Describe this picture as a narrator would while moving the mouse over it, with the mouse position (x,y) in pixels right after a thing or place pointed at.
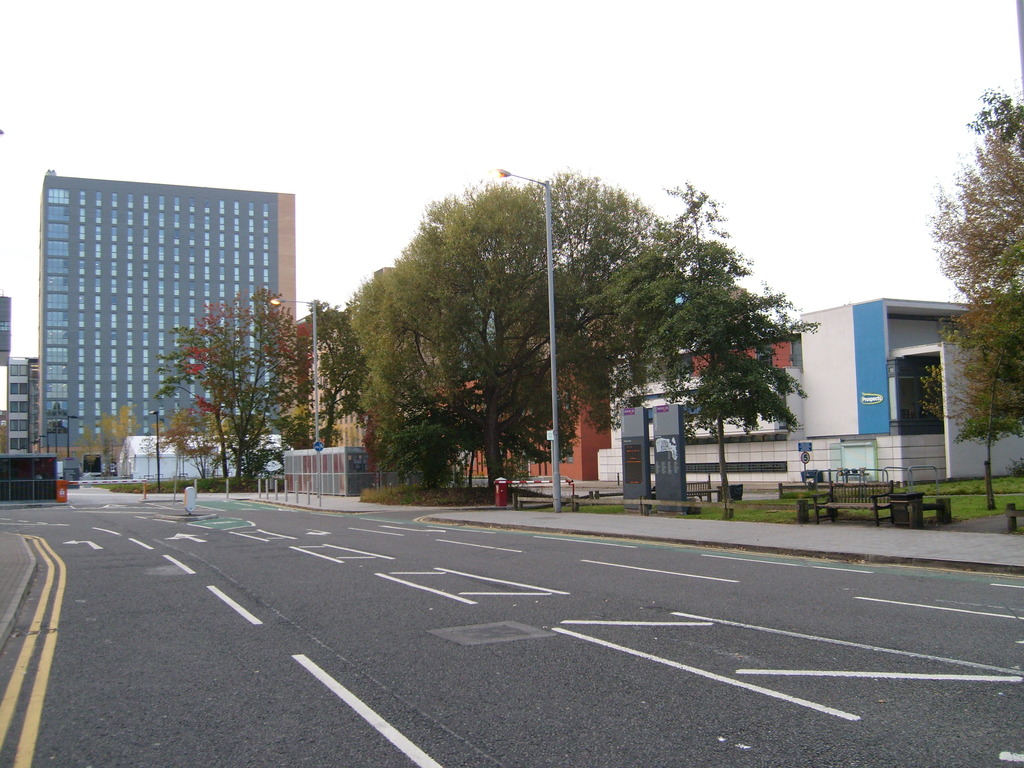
The picture is taken in a city (158,526). In the foreground of the picture (607,538) there are road (586,539) and pavement (663,519). In the center of the picture (426,386) there trees (426,386), buildings (93,418), grass (1006,506), benches (870,504), railing (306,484), poles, street lights (158,462), hoardings (660,450) and other objects (139,472). Sky (339,91) is cloudy.
